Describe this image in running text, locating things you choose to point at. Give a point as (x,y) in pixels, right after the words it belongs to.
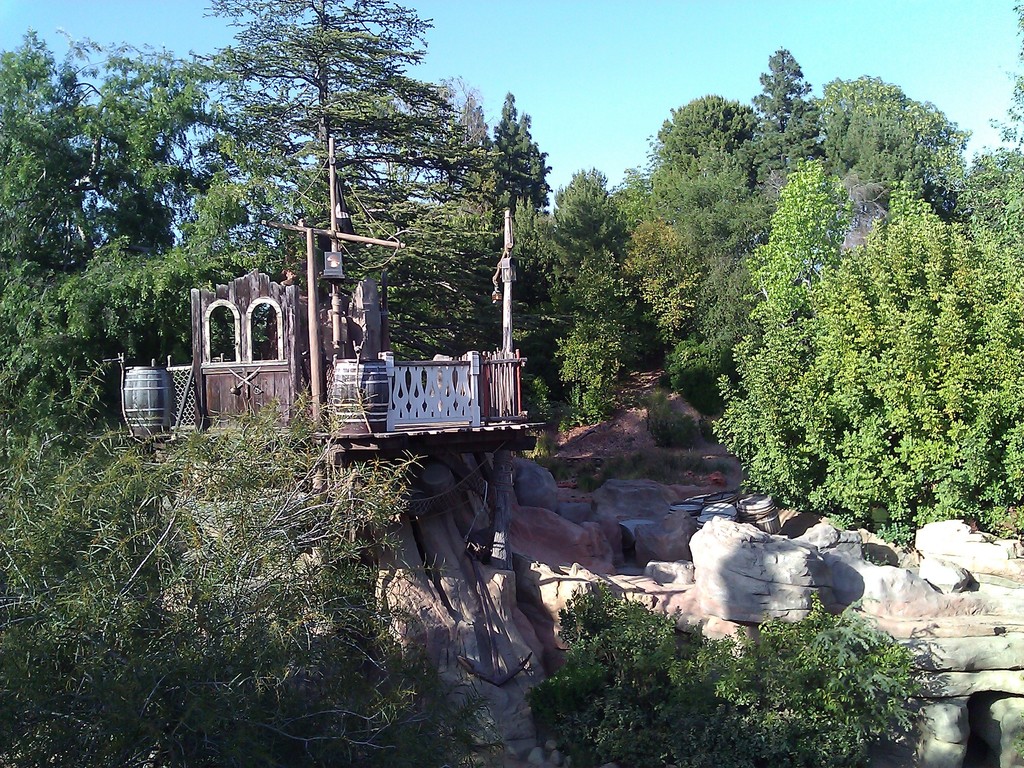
In this image we can see some wooden construction (402,418) on a rock (458,520) and it is surrounded by trees (1000,475) and rocks (1000,547).
